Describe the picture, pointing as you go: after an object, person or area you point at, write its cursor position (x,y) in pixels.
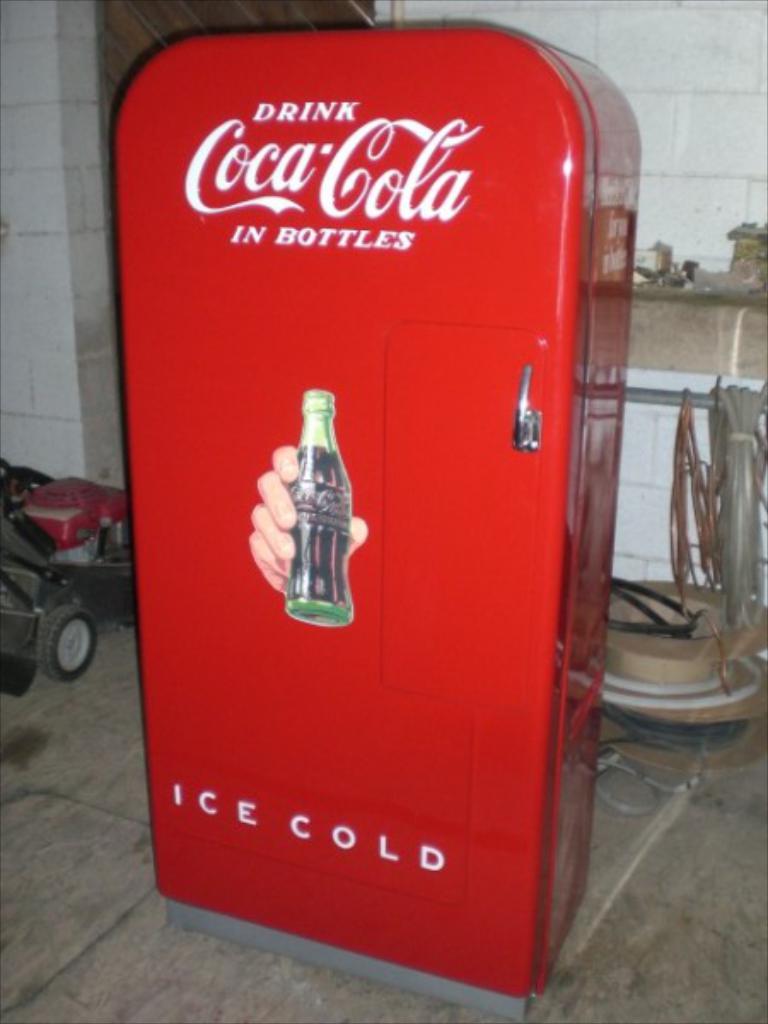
In the image there is a soft drink vending machine (303,537), behind it there is a wooden table (717,365) and on the left side (115,604) there is a garden cutting machine (71,553).
